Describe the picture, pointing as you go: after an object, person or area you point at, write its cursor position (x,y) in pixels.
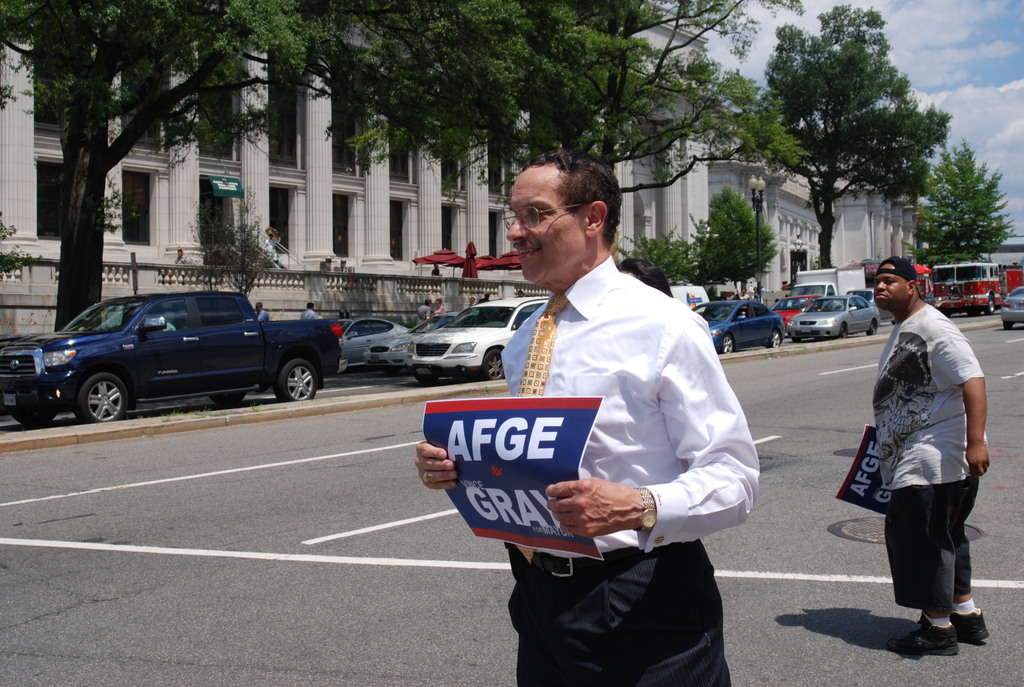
This picture shows couple of men (625,283) standing holding placards (590,424) in their hands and we see a man (893,288) wore a cap (913,276) on his head (907,288) and another man (534,232) wore spectacles (552,209) on his face (555,225) and tie (562,308) and we see few buildings (696,220) and trees (704,258) and vehicles (450,314) Parked on the side and we see a blue cloudy sky (974,78) and a pole light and people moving on the sidewalk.
